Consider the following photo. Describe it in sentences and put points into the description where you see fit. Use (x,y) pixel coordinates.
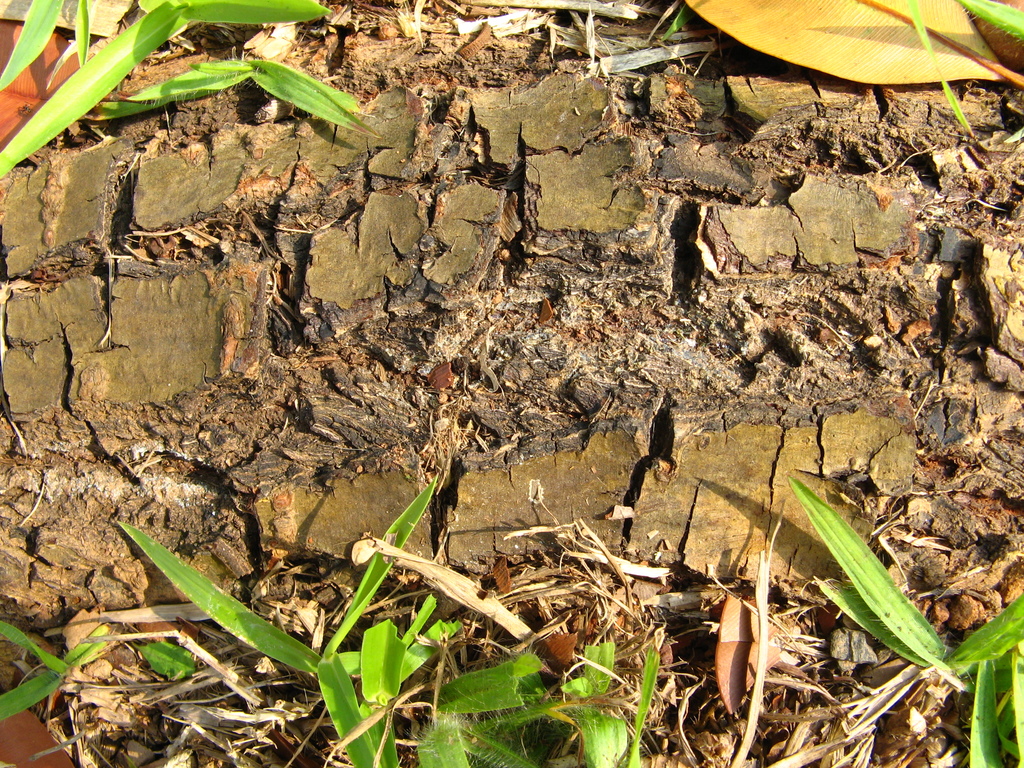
On the ground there are dried leaves (548,613) and small plants (7,64).
